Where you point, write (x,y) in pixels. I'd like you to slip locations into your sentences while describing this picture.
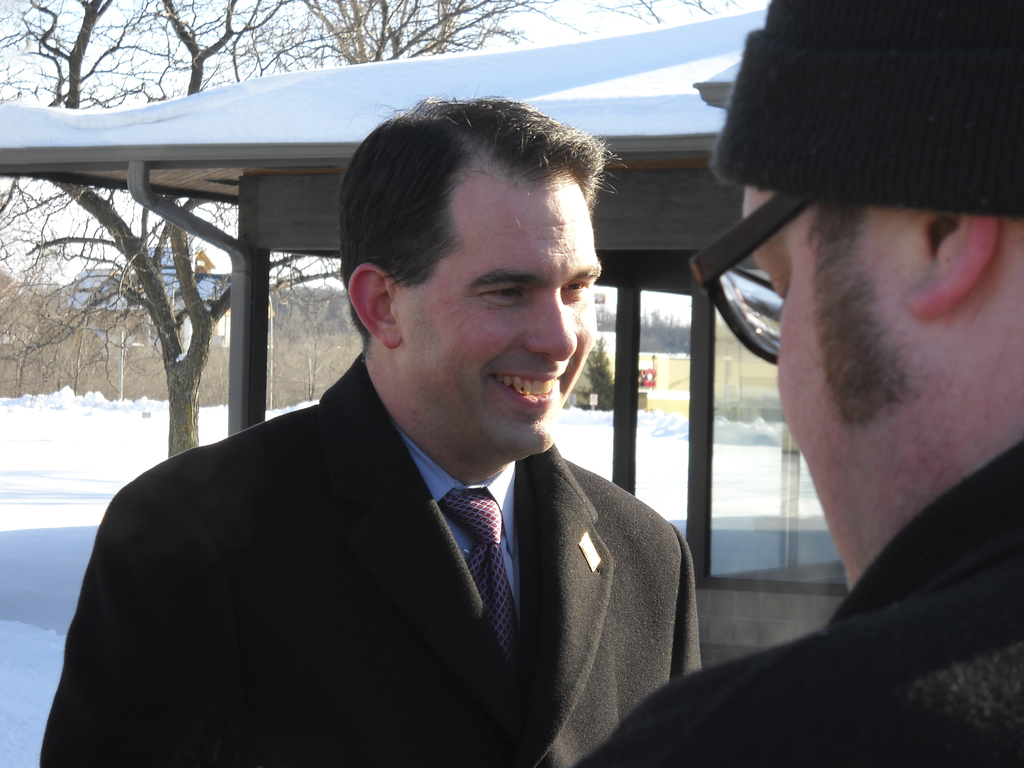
In this image we can see two persons (870,453). One person (901,465) wearing spectacles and cap (873,158). One person (563,618) is wearing a coat (565,614) with tie (481,563). In the background (824,577), we can see a building (302,133), tree (279,290) and sky (242,42).
